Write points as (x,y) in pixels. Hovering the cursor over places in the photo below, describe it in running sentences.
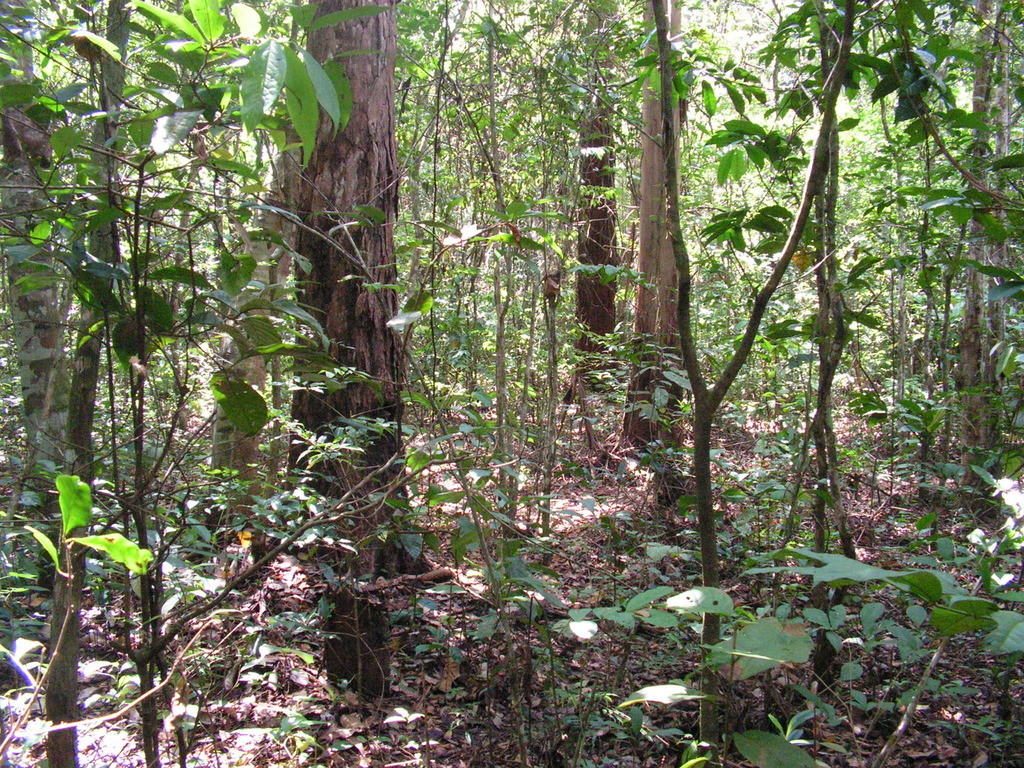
In this image there are plants (577,262) and trees (583,125).
